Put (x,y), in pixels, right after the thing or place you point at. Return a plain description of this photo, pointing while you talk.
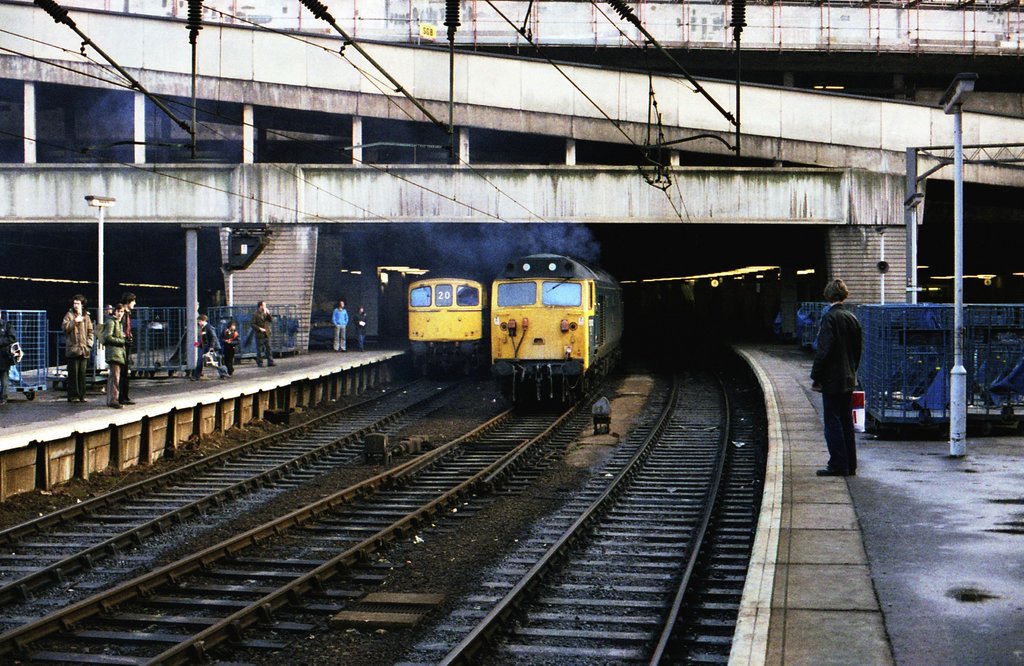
In this picture there are trains (543,324) on the railway tracks (144,630) and there are group of people (232,336) standing on the platform (1018,640) and there are poles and objects (100,371). At the back (745,154) there is a bridge (898,154). At the top (703,90) there are wires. At the bottom (399,508) there are railway tracks (431,518).
